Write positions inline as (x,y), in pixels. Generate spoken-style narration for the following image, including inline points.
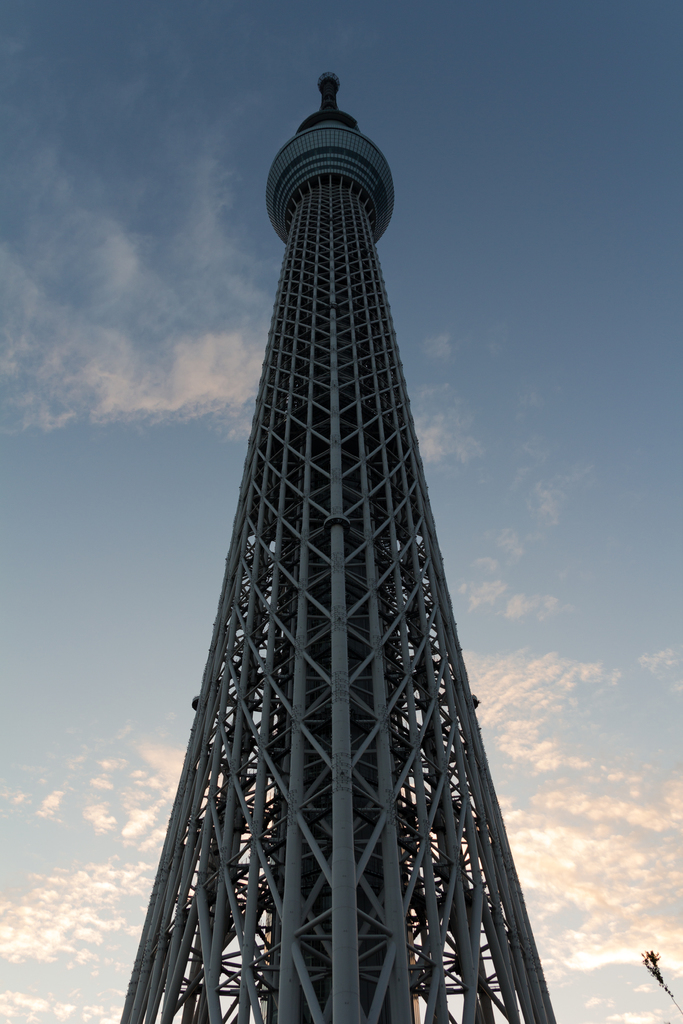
In this picture we can observe a tall tower (311,487). In the background (149,548) there is a sky (149,548) with some clouds (563,873).
